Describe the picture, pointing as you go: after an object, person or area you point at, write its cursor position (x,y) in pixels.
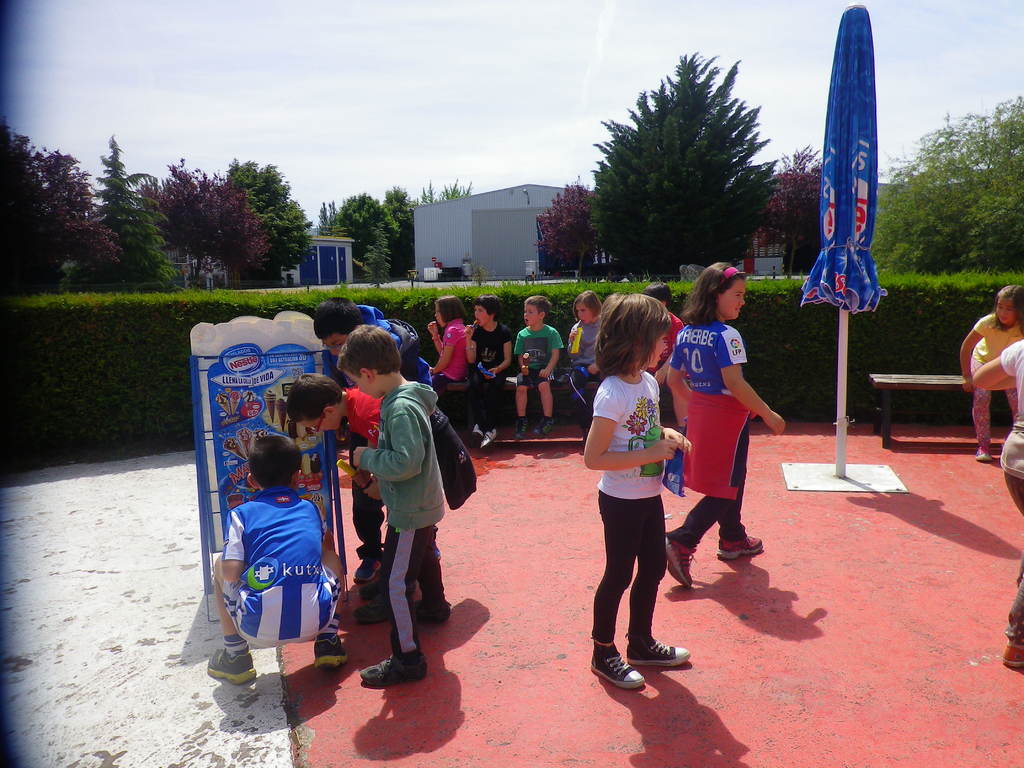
In this image we can see children (631,601) are standing on the floor (422,706). On the right side of the image (978,337), we can see a girl (990,327), umbrella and bench (909,377). In the background (546,342), we can see the children (506,329) are sitting on the bench (509,388). Behind them, we can see plants (808,334), trees (89,256) and buildings (536,222). At the top of the image (391,72), we can see the sky (248,33).
